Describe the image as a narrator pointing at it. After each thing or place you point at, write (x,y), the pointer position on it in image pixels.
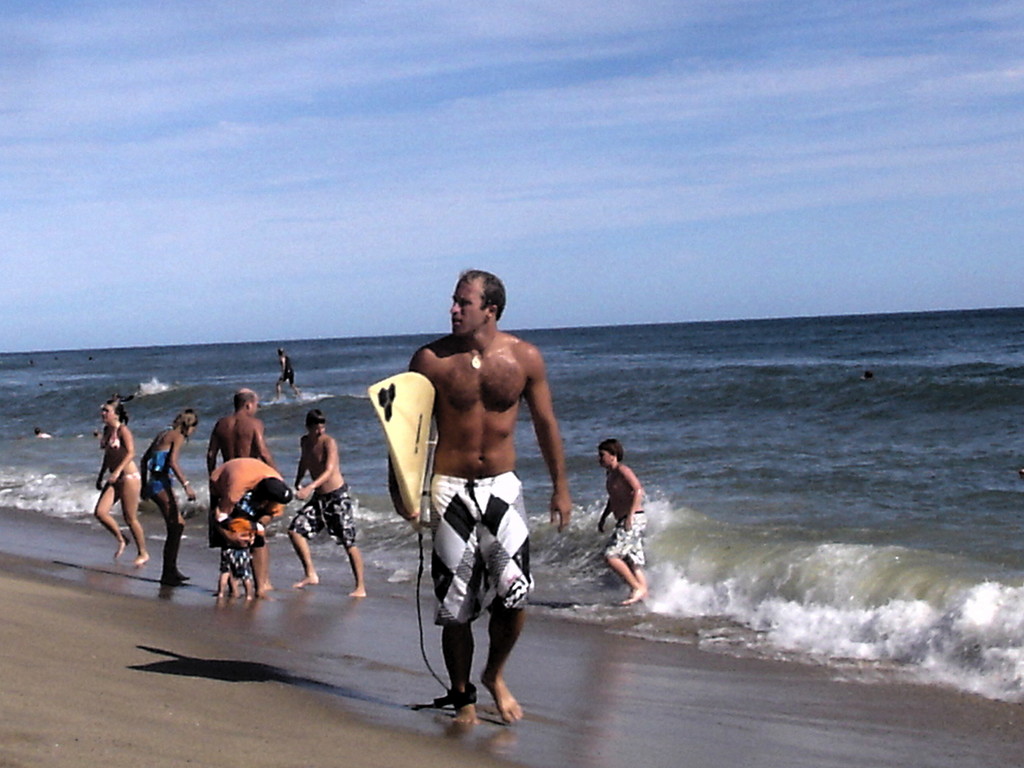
In this image, we can see people (486,511) and one of them is holding a board (394,396). At the bottom (269,660), there is sand (183,645) and water (680,474). At the top (405,140), there is sky (418,68).
